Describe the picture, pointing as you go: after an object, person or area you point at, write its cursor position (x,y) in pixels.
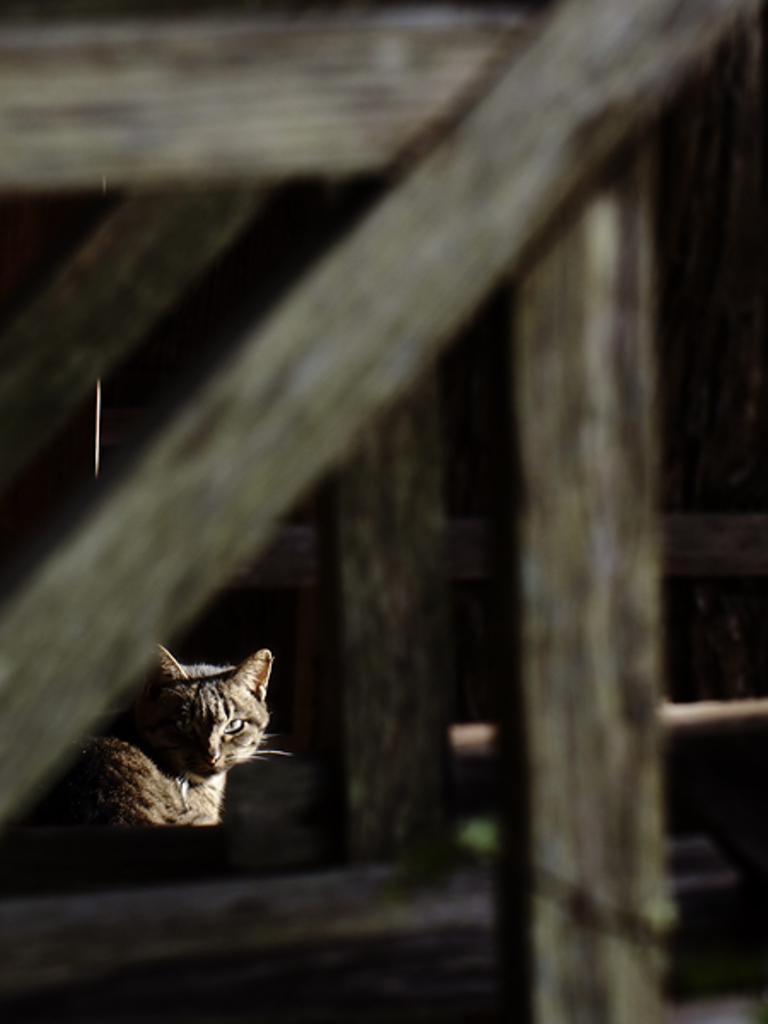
Here in this picture we can see a cat (187,753) present over there and we can see wooden frames (206,395) present beside it.
